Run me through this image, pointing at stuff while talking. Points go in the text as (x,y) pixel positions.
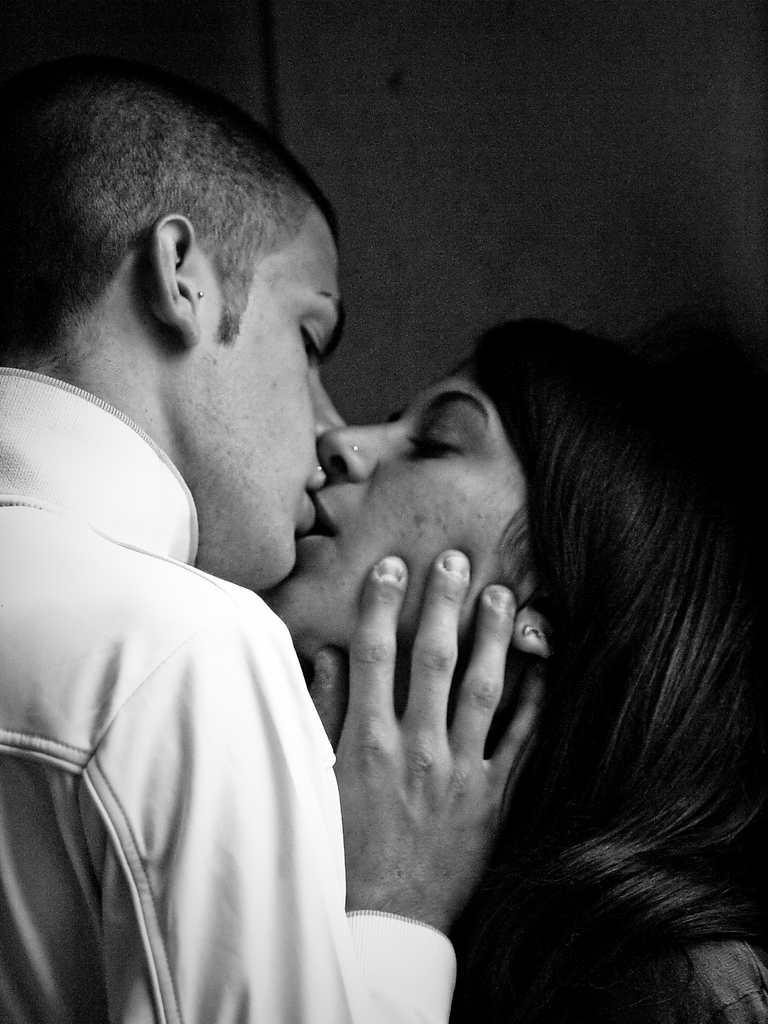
This is a black and white picture. In this picture we can see a couple (379,540) kissing. At the top (441,184) it is wall (397,170).
